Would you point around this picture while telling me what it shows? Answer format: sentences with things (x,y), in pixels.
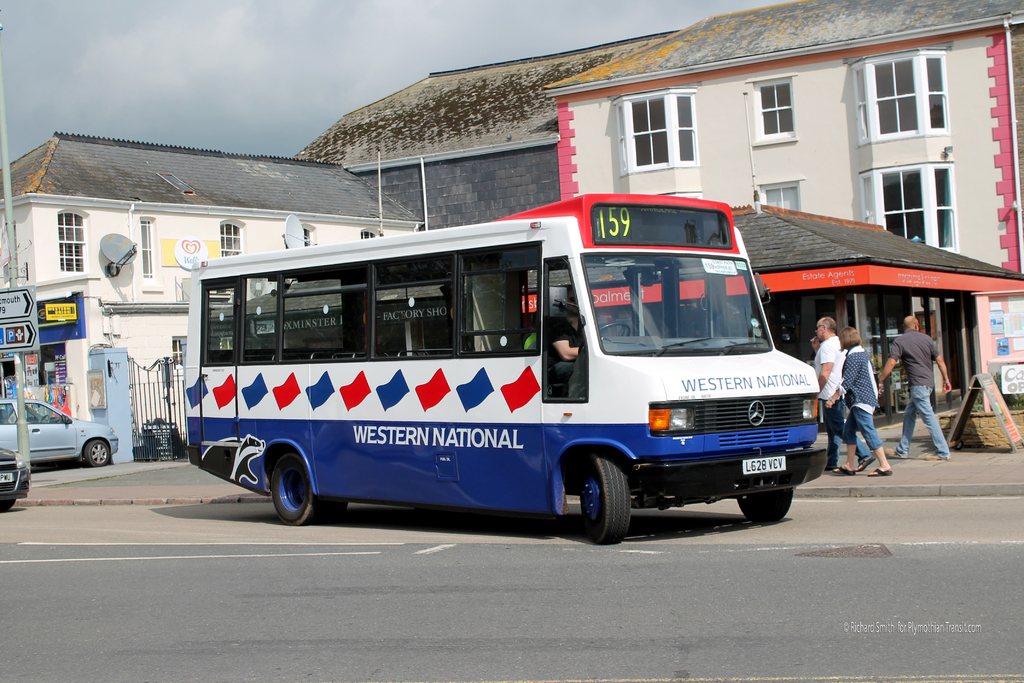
In this image in the foreground (449,404) there is one bus (619,407) in that bus (632,407) there is one person (576,344) who is sitting and driving, and in the background (127,326) there are some houses (660,89) and some stores (978,359) and boards (995,400). On the left side (27,439) there are some vehicles (49,439) and pole (19,368) some boards (20,312), on the right side (872,376) there are some people (864,365) who are walking. At the bottom (329,616) there is a road (470,616).
